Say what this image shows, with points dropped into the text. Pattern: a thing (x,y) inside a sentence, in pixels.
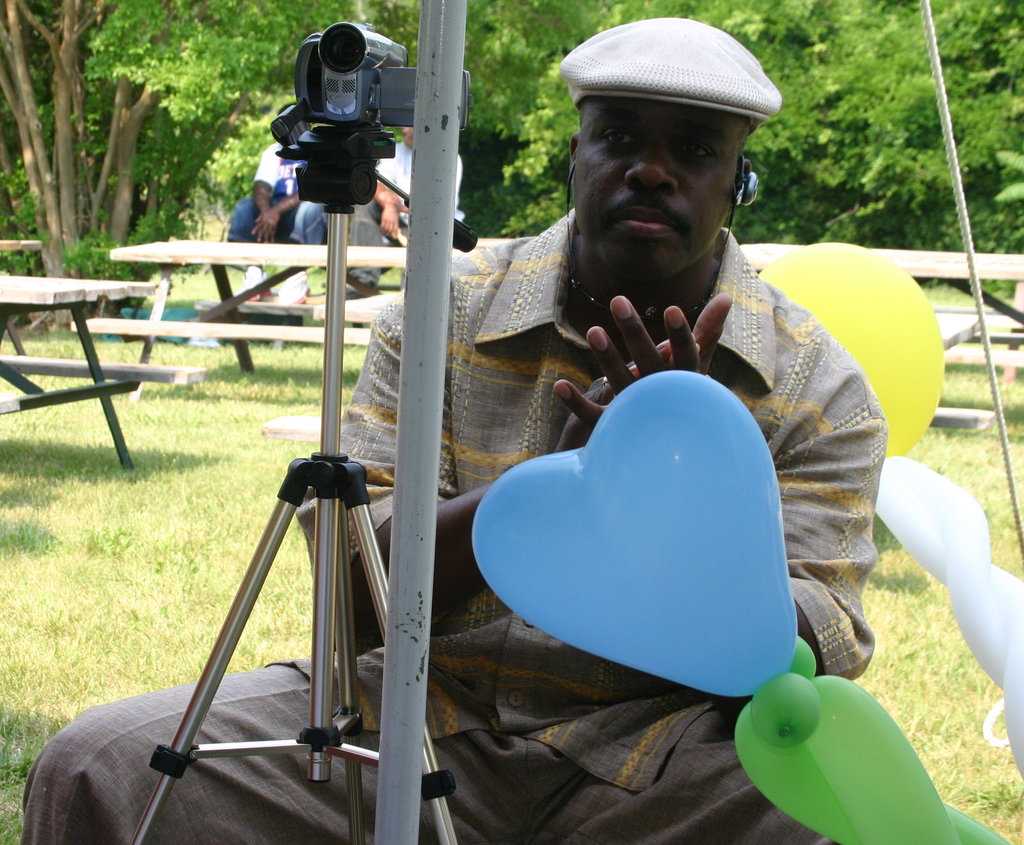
In this image, In the middle (519,419) there is a man (793,377) sitting and there is a camera stand (292,750) and there is a camera (353,99) in black color, There are some balloons (772,560) in blue and yellow color, In the back ground (897,66) there are some plants (800,88) and trees (546,41) in green color, There are some table (76,287) which are brown color.
